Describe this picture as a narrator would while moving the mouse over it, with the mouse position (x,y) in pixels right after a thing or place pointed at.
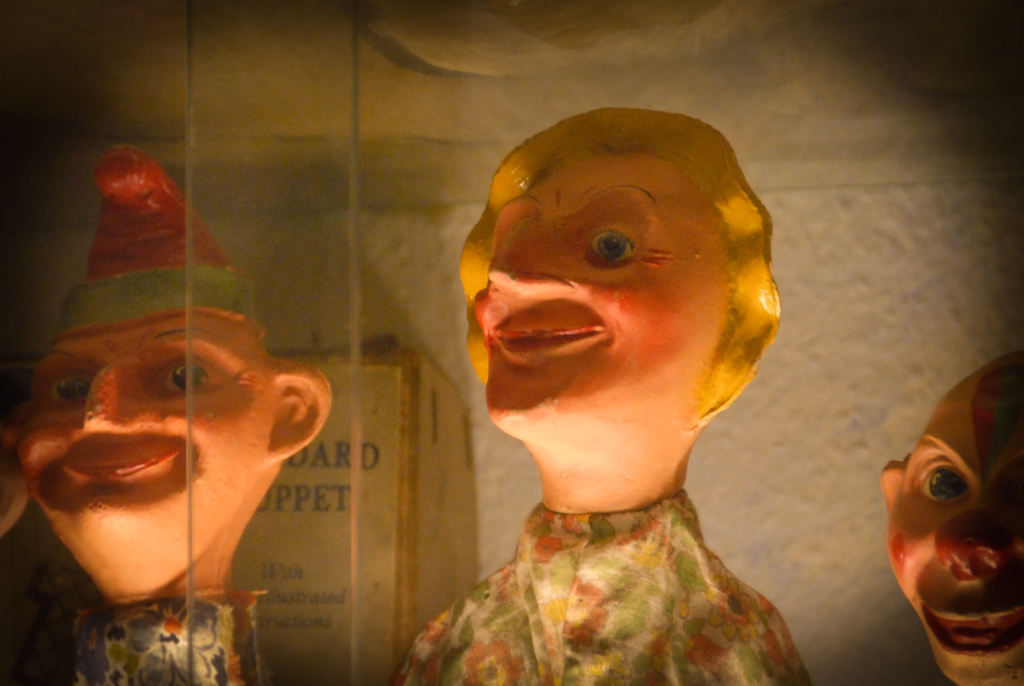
In this image I can see a doll (657,388) which is cream, orange and yellow in color and another doll (898,535) which is red and cream in color. I can see the white background (857,319) and to the left side of the image (203,390) I can see another doll (198,375) which is cream, green and red in color.
